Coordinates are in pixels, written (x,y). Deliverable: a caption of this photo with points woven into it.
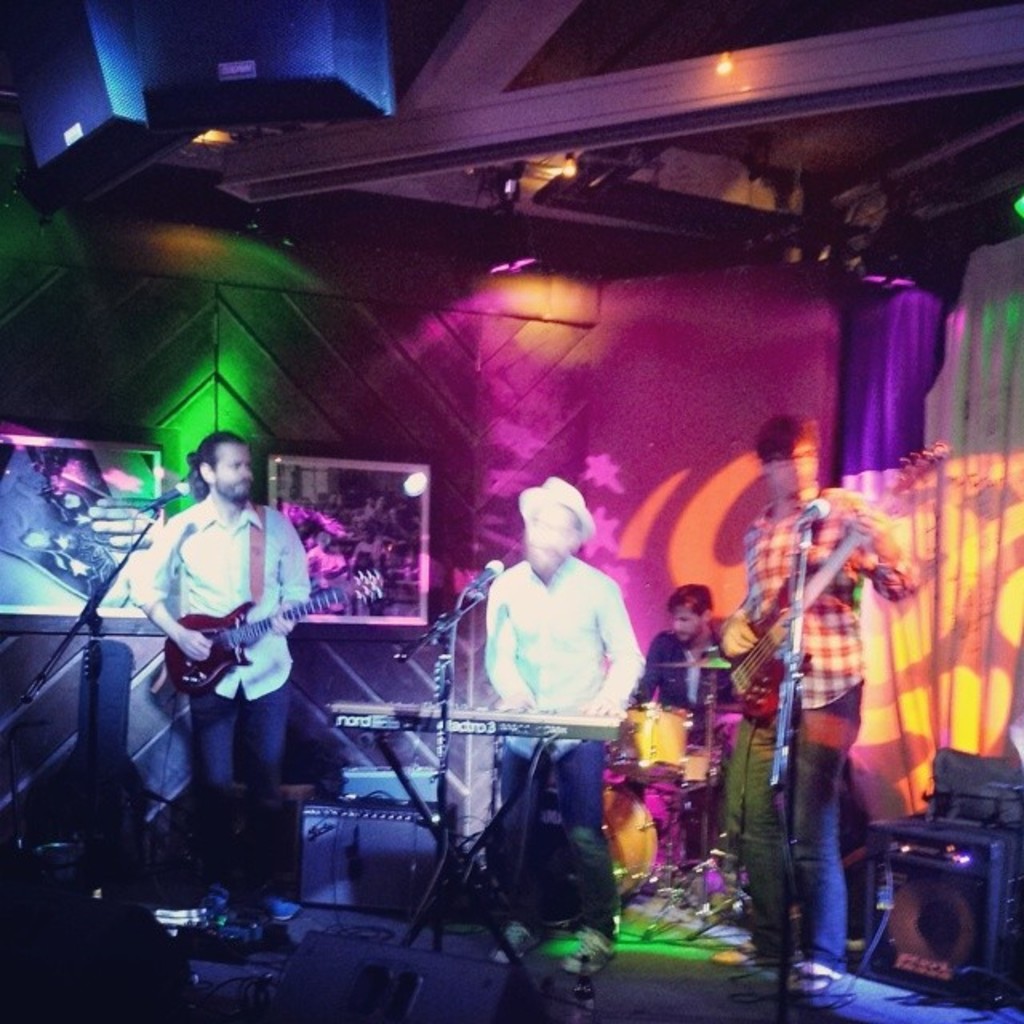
This Picture deal with Group of persons (591,945) who is performing the band show on the stage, in the center (538,631) we see person (561,605) wearing white shirt (565,684) and playing a keyboard (495,729), from left person (262,564) wearing white shirt (271,660) is playing guitar (240,641), From the right side (769,571) we can see person (761,553) wearing red and black check shirt (777,586) is playing guitar (750,657) and behind one playing band (657,744). On the top ceiling (628,152) we can see iron rafter (710,122), lights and speakers (47,136).
